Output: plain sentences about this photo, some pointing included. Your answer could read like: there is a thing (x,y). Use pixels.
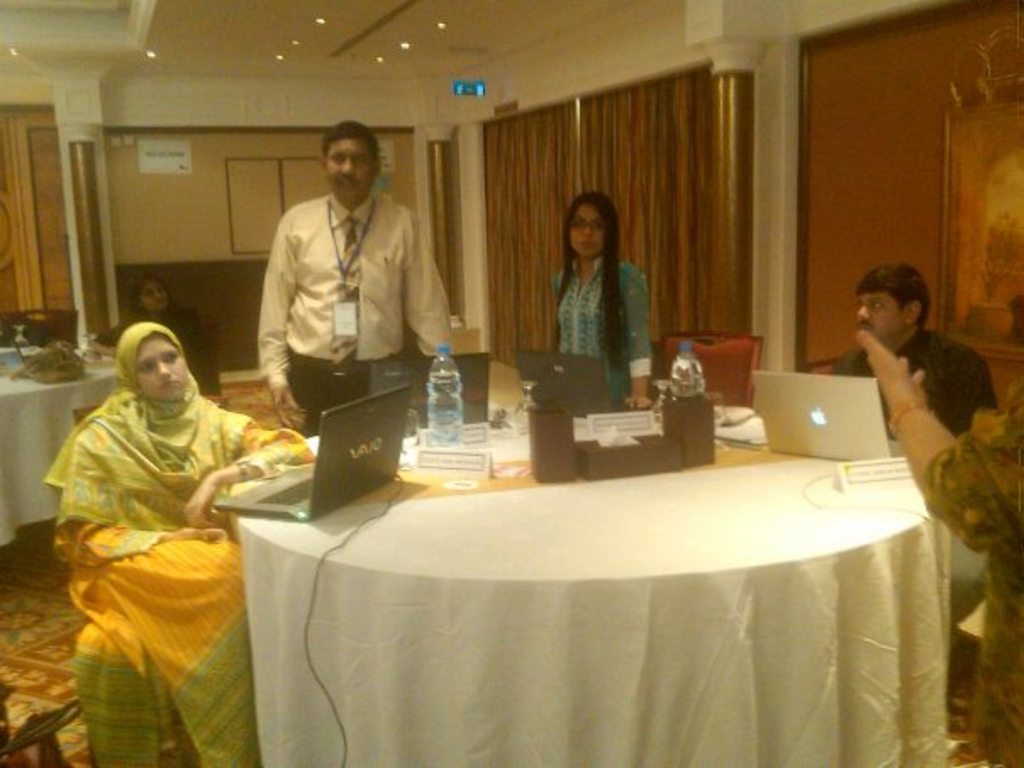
In this picture we can see six people (912,284) where one man (334,367) and woman (620,287) are standing and other (286,463) are sitting on chair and in front of them on table (361,549) we have laptop (354,462), wires (370,519), bottles (460,428), name boards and in background (190,118) we can see wall (305,140), curtains (527,143).
